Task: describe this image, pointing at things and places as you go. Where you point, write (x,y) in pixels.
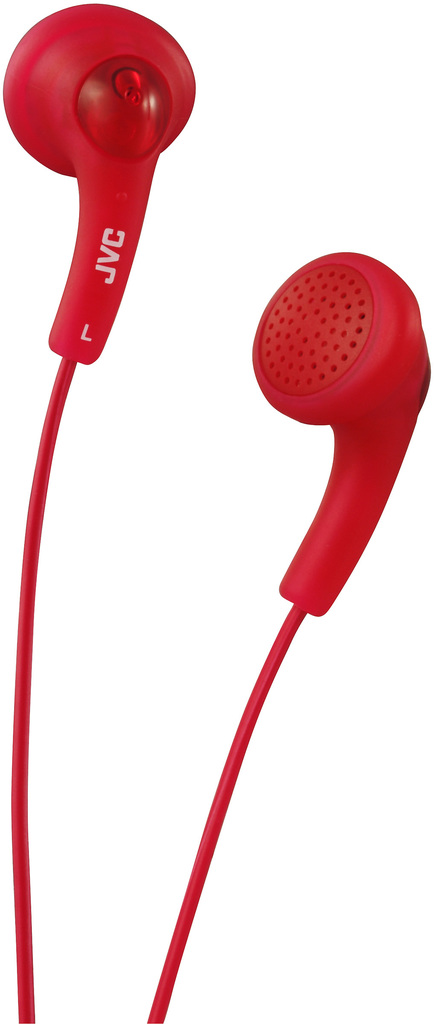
In this picture we can see red color earphones (19,648) and in the background (55,272) it is white color.
